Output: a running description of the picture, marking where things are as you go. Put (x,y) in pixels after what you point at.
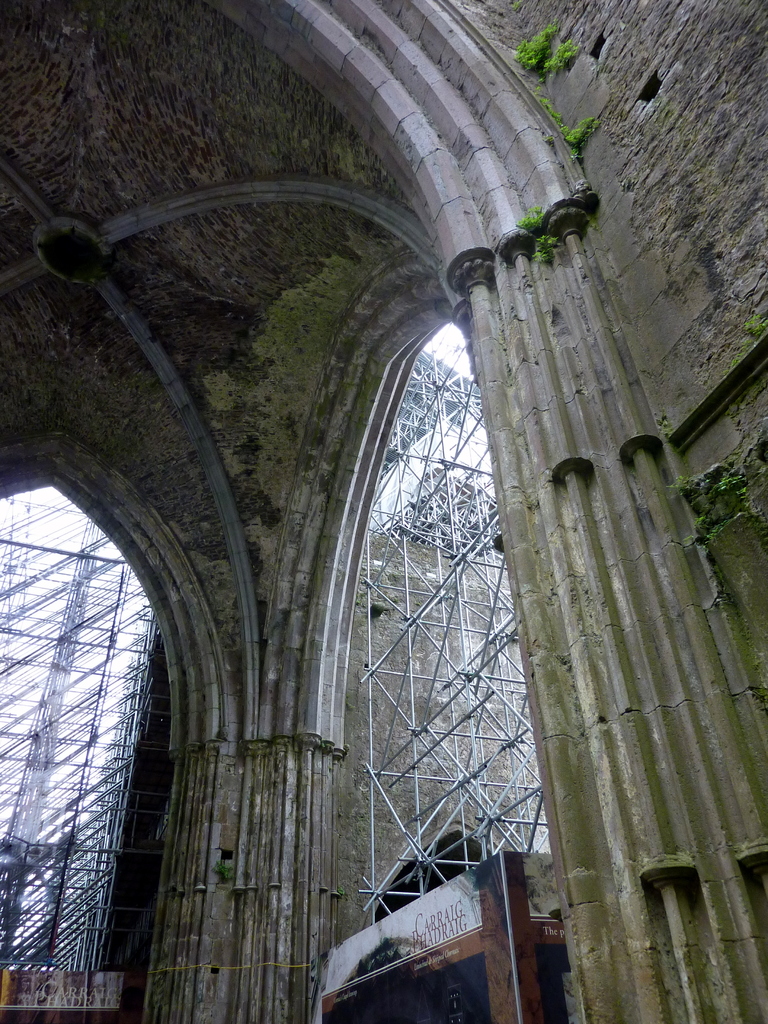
There is an architecture (146,390) which is having roof (307,386) and pillars (683,994) near wall (709,360). In the background (441,668), there are towers (80,685) and there is sky (34,536).
